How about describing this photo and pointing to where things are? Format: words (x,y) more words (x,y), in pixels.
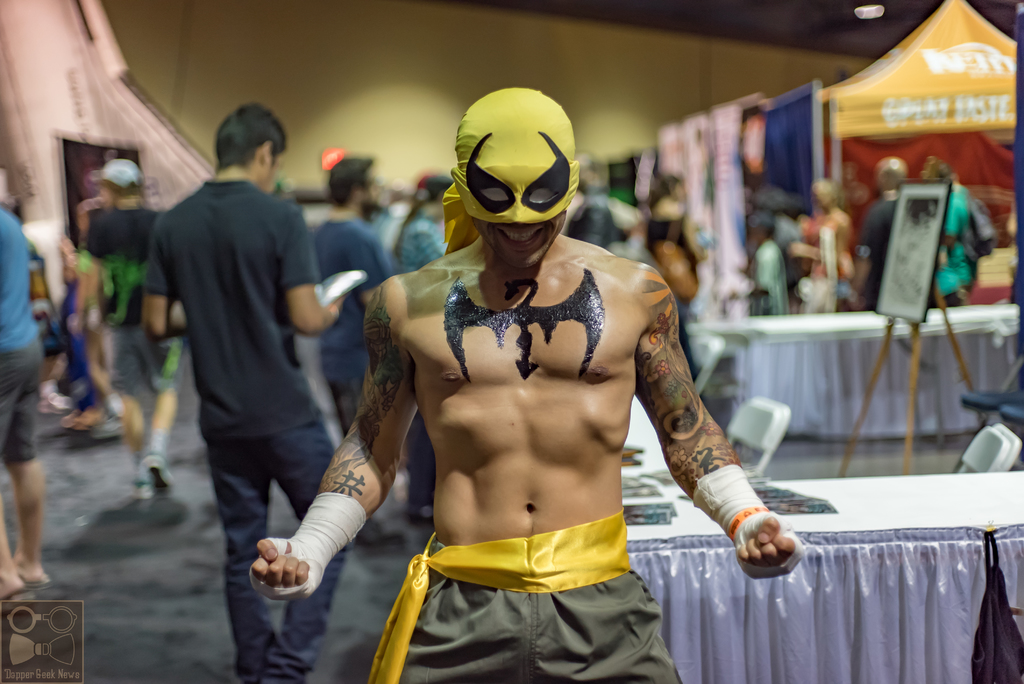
In this picture I can see a person (516,246) with a mask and tattoos (343,491) on his hands (361,500), and in the background (637,492) there are tables (1021,506), chairs (741,439), a board (915,256) with a stand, group of people (298,495), stalls (1017,259), and there is a watermark (60,643) on the image.
